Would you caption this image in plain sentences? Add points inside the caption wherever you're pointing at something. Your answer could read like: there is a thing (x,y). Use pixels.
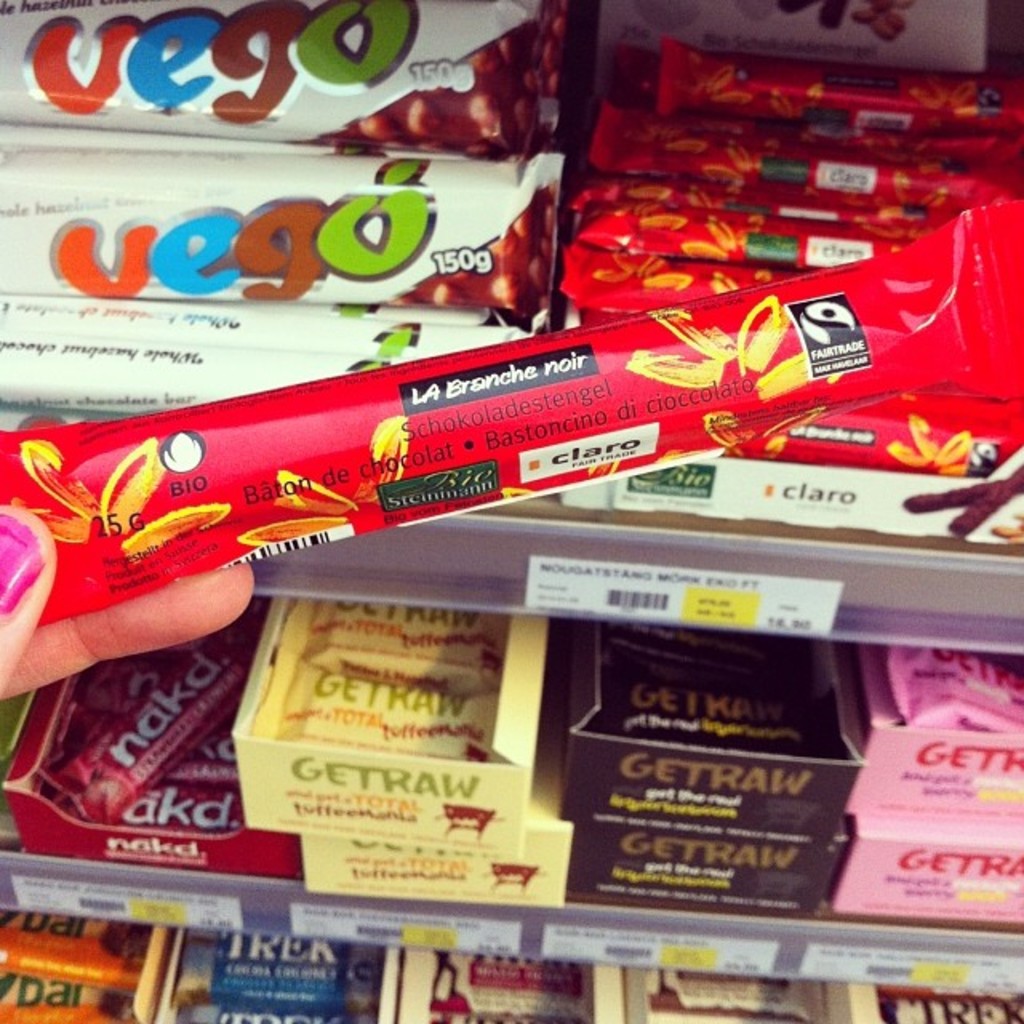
In the image we can see food items (520,468) kept on the shelf (516,518) and the food items (422,475) are wrapped in a cover (491,416). Here we can see boxes (397,810) and human fingers (58,634).
